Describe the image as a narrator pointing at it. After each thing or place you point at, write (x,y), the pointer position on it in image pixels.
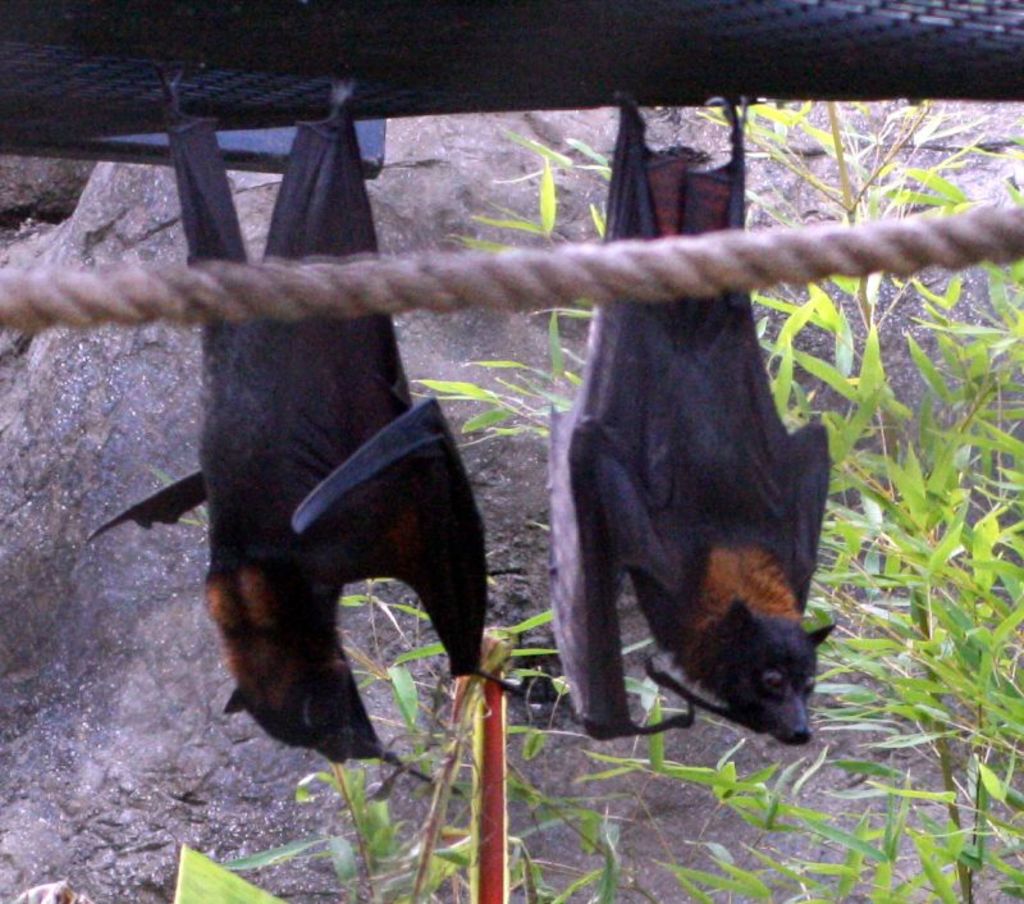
In the center of the image (343,518) we can see bats (276,711) hanging on the net (419,85). In the center (373,317) there is a rope (938,260). At the bottom (925,726) we can see plants (481,729) and rocks (111,428).
